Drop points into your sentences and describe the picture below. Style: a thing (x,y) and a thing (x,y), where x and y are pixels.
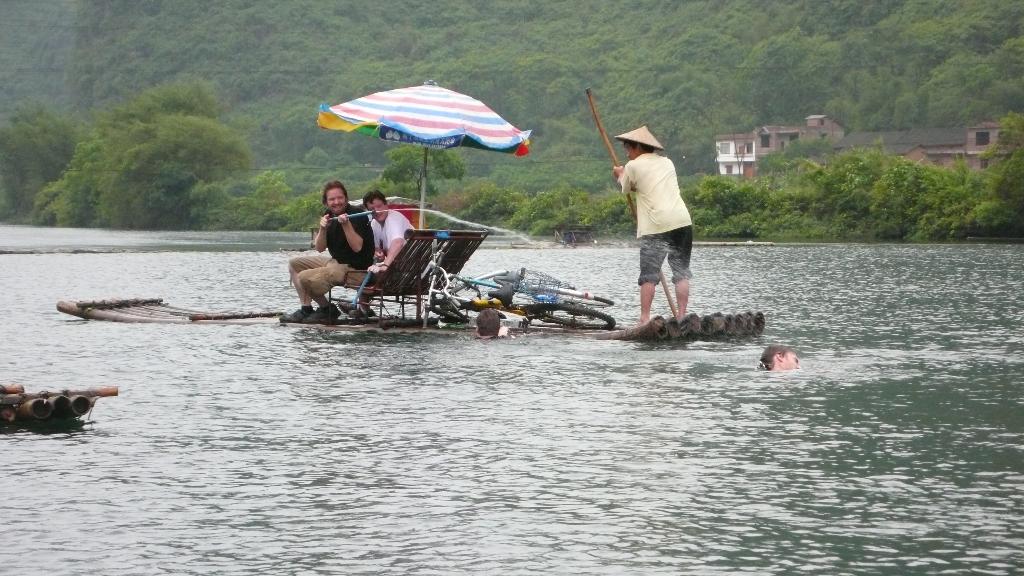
In this image we can see a boat (441,330) in the water (450,383). We can also see two people (290,321) in a boat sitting on a bench (401,287) holding a water gun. Besides we can see some cycles (495,305) and a person (655,256) standing holding a stick (674,307) in a boat (662,319). On the right side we can see a person (762,369) in the water (812,394). On the backside (694,215) we can see a group of trees (319,100) and a house (747,135) with roof (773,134) and windows (747,143).
